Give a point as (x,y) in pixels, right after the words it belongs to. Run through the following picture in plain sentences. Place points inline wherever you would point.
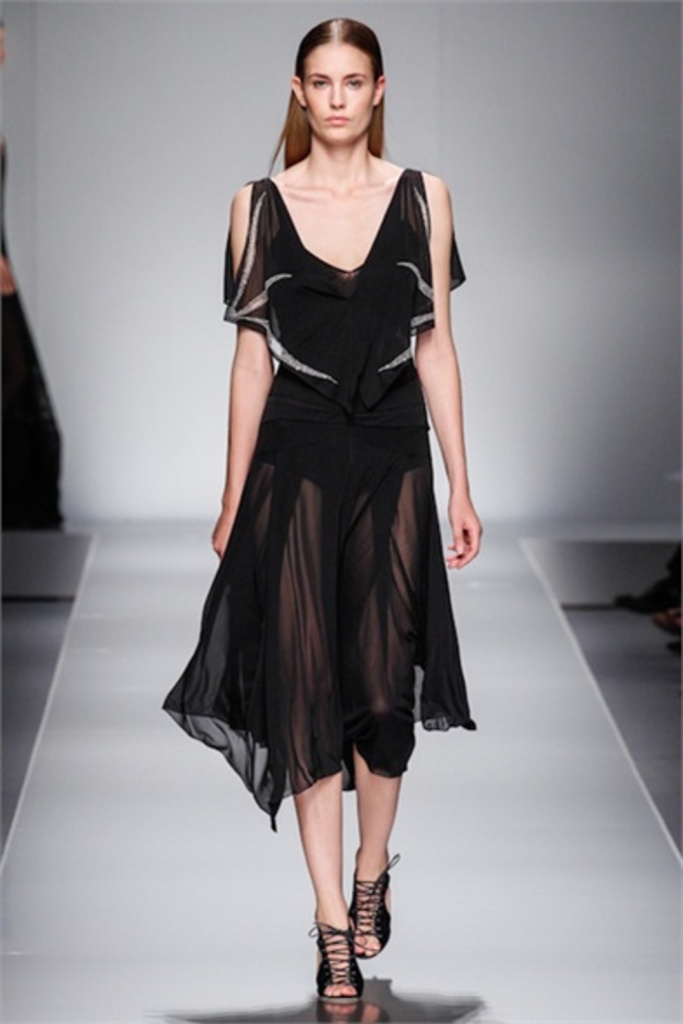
In the center of the image (314,464) we can see a lady (399,373) is walking on the ramp (281,906). In the background of the image (635,40) we can see the wall (575,276), floor (195,795). On the right side of the image (644,605) we can see some persons legs (681,560). On the left side of the image (11,351) we can see a person (6,341).
